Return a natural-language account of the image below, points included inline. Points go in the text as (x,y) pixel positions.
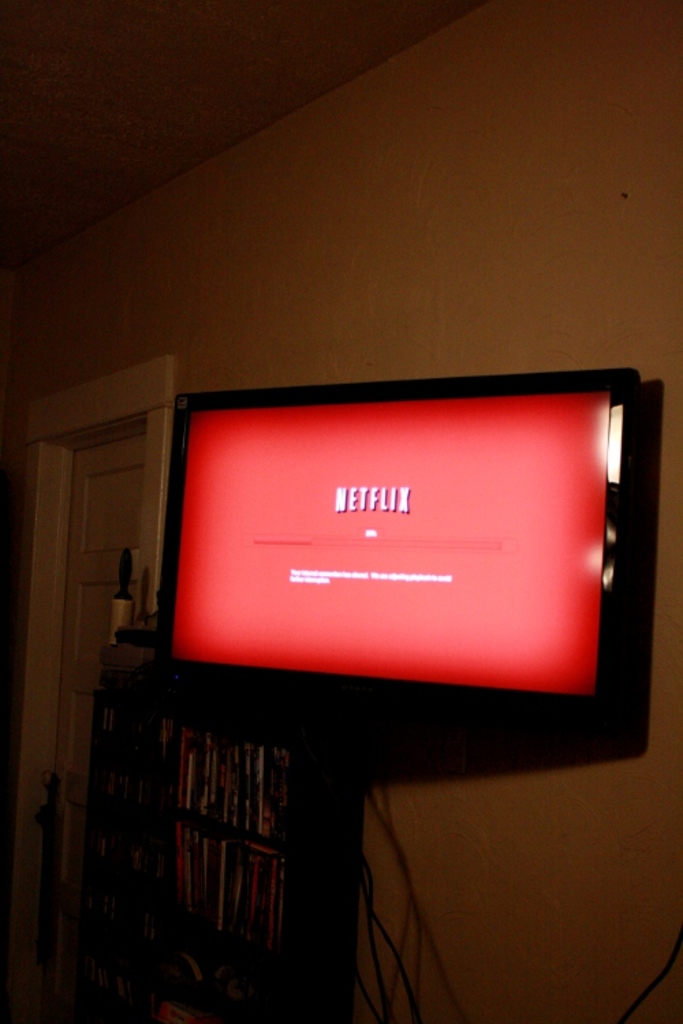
In this image we can see the television (502,555) with the text (372,531). We can also see the wires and in the background (83,427), we can see the door (81,667) and also the books (226,782) placed in the rack (306,943). We can also see the wall (336,272) and ceiling (97,76).
